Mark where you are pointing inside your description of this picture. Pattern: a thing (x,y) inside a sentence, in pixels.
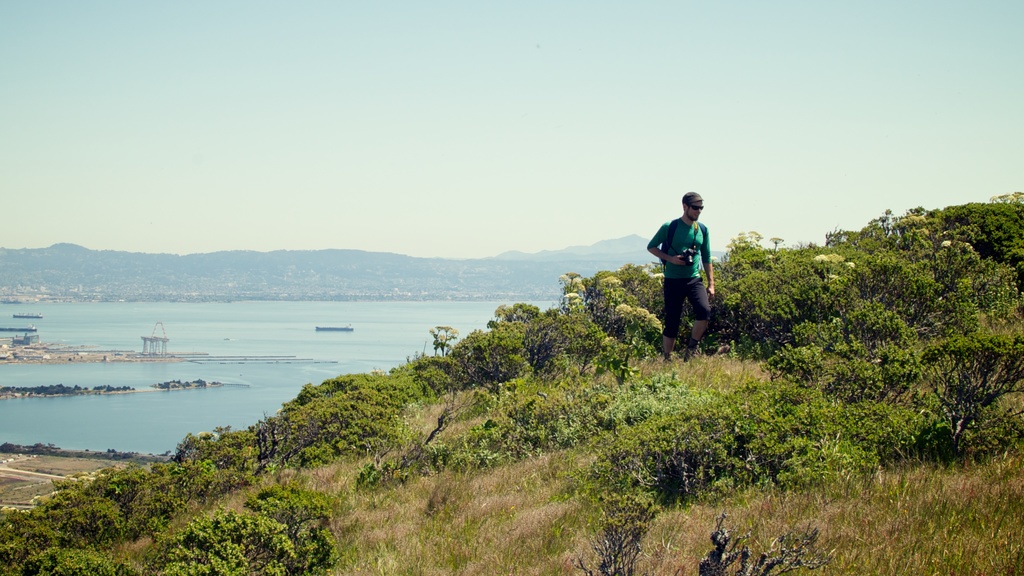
In this image we can see the mountains (323,251), one river (367,337), some objects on the ground (682,360), some boats (351,329) on the water (282,372), one person (685,291) wearing a backpack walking and holding a camera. There are some trees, bushes (90,503), plants (360,445) and grass (936,487) on the ground (739,373). At the top (681,175) there is the sky (761,196).
